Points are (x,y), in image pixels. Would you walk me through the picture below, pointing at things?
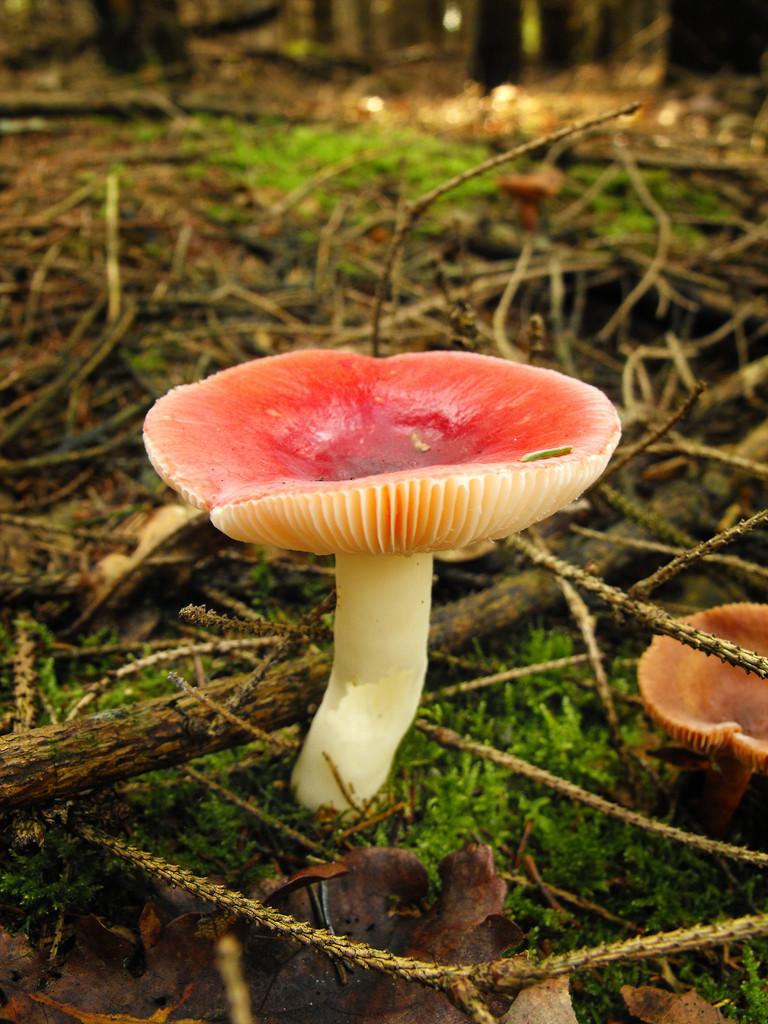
In this image, we can see some mushrooms (760,761). We can see the ground (458,789) covered with grass (541,749) and some wood sticks (186,702).
